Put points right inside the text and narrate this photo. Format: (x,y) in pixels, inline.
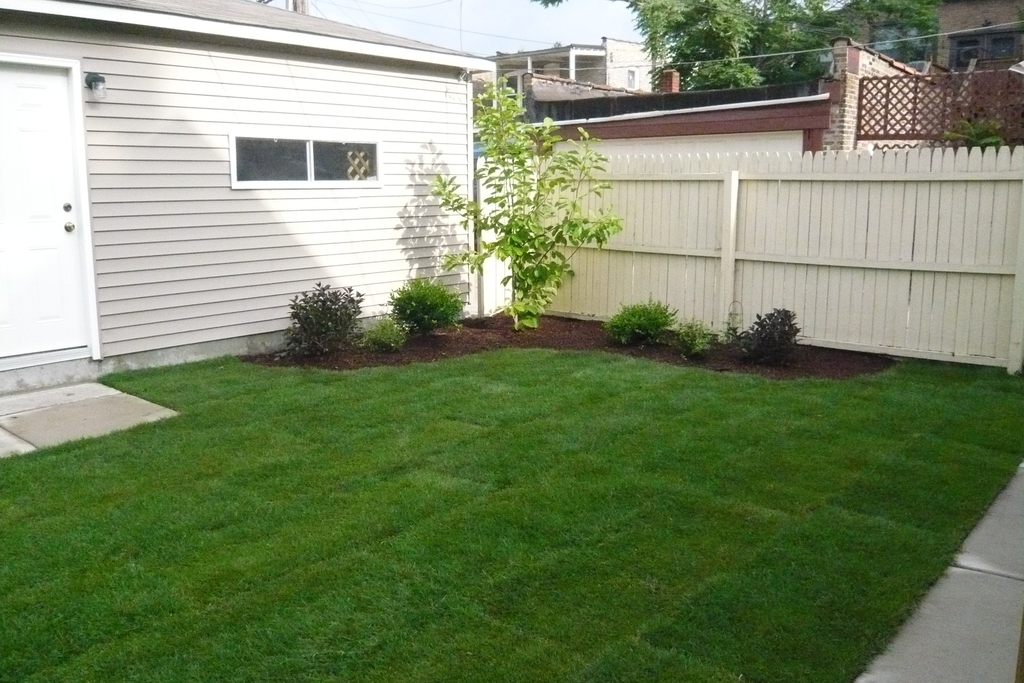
In this picture we can see a lawn (351,403) with plants (342,334) and behind the lawn (277,400) there is a wall (213,217) with a white door (60,166) and a wooden fence (701,242). Behind the fence (535,204) there are cables (475,32), buildings (625,80), trees (714,53) and a sky (519,33).
